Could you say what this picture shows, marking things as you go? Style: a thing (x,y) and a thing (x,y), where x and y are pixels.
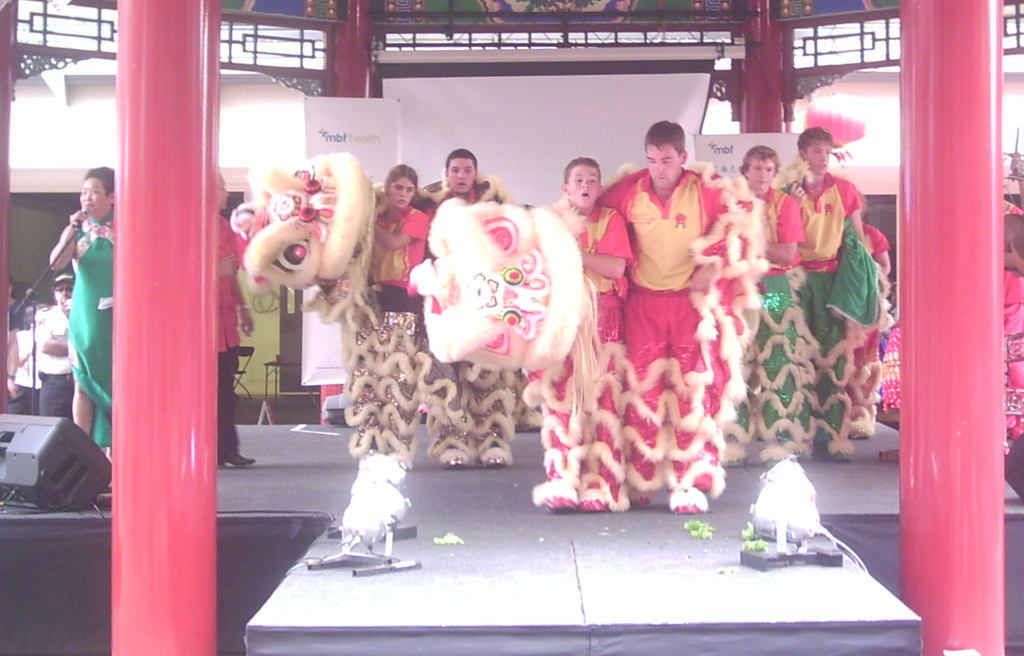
People (628,307) are present on the stage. They are wearing costumes (542,327). A person (80,290) is standing at the left (91,383) wearing a green dress (83,323) and there is a microphone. There are light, red pillars (173,370), projector display (584,141) and there are banners (360,138) at the back (360,138).
